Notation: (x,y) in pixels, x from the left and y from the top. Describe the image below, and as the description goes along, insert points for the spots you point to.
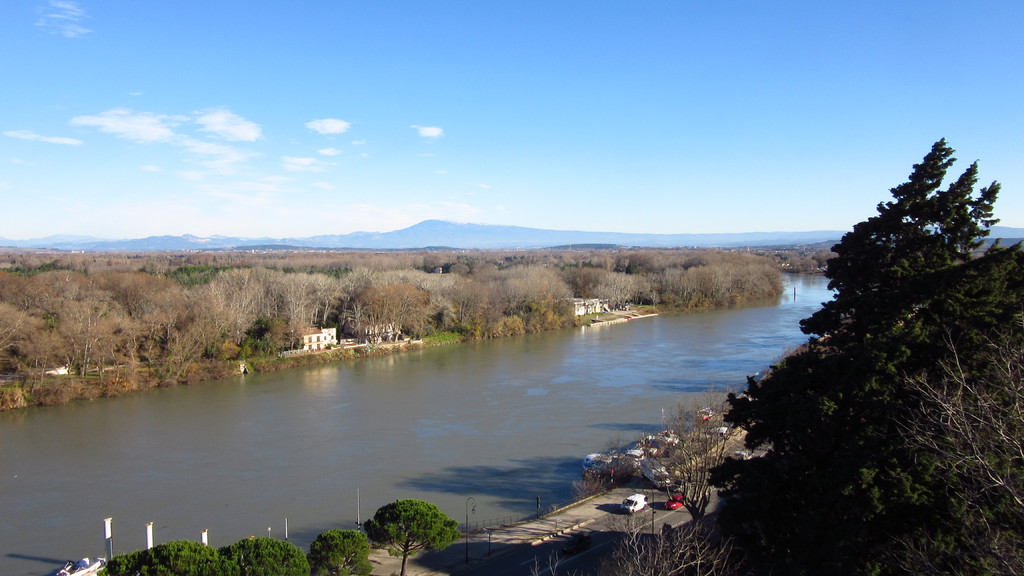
In this picture there is mountain river (417,439) in the center of the image (621,355) and there are cars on the road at the bottom side of the image (607,533) and there are few houses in the image and there are trees (917,540) in the image.
